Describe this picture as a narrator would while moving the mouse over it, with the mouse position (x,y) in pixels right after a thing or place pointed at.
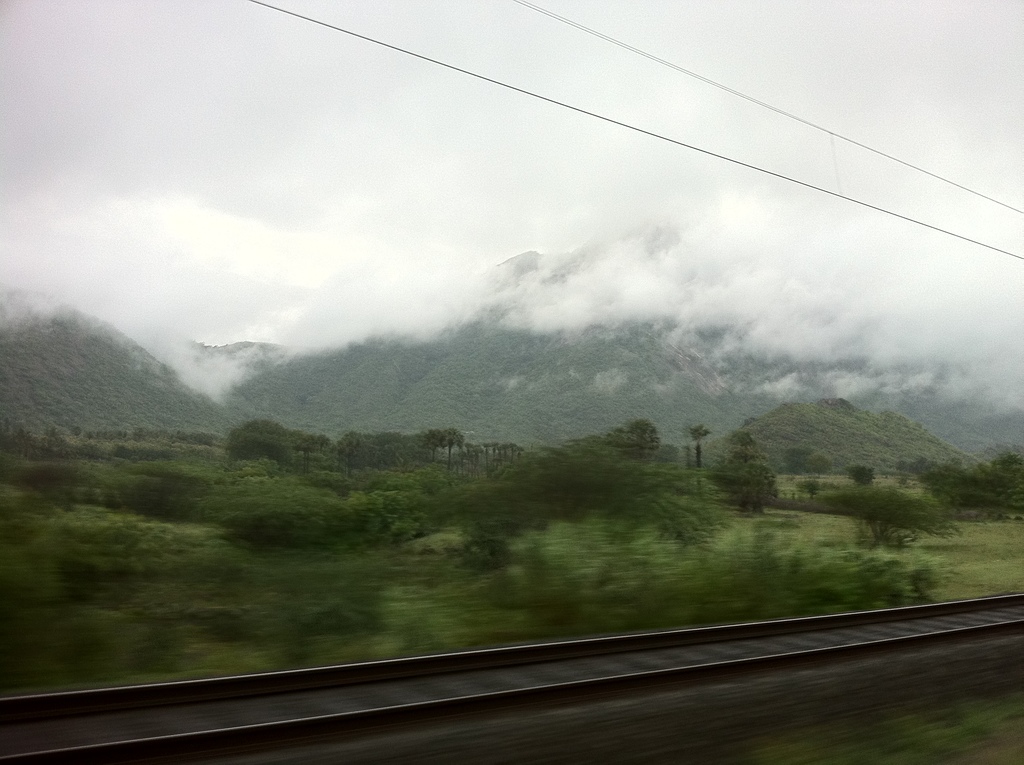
This image consists of railway tracks (184,703) at the bottom (142,694). There are trees (563,472) in the middle (563,472). There is sky (158,304) at the top (431,110).
